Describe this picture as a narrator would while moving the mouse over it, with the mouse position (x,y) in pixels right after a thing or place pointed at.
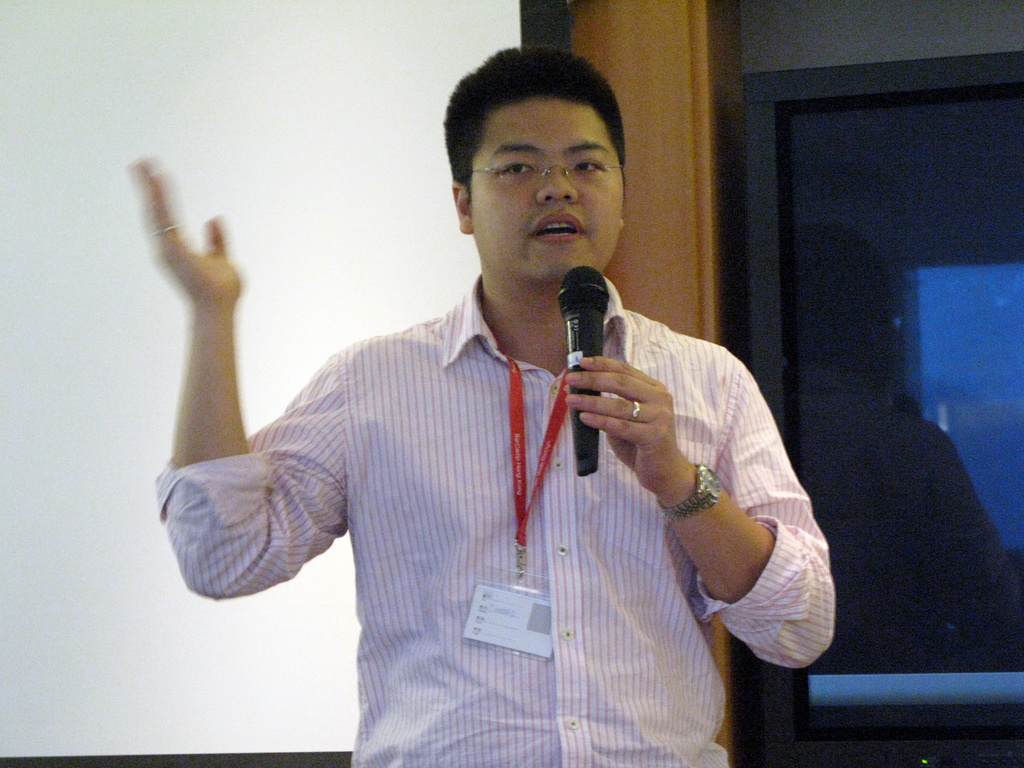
In the foreground (447,593) I can see a person (380,468) is holding a mike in hand (692,489). In the background (821,747) I can see a screen (974,191), wall (862,54), pillar (643,126) and glass object (783,345). This image is taken may be in a hall (306,596).
